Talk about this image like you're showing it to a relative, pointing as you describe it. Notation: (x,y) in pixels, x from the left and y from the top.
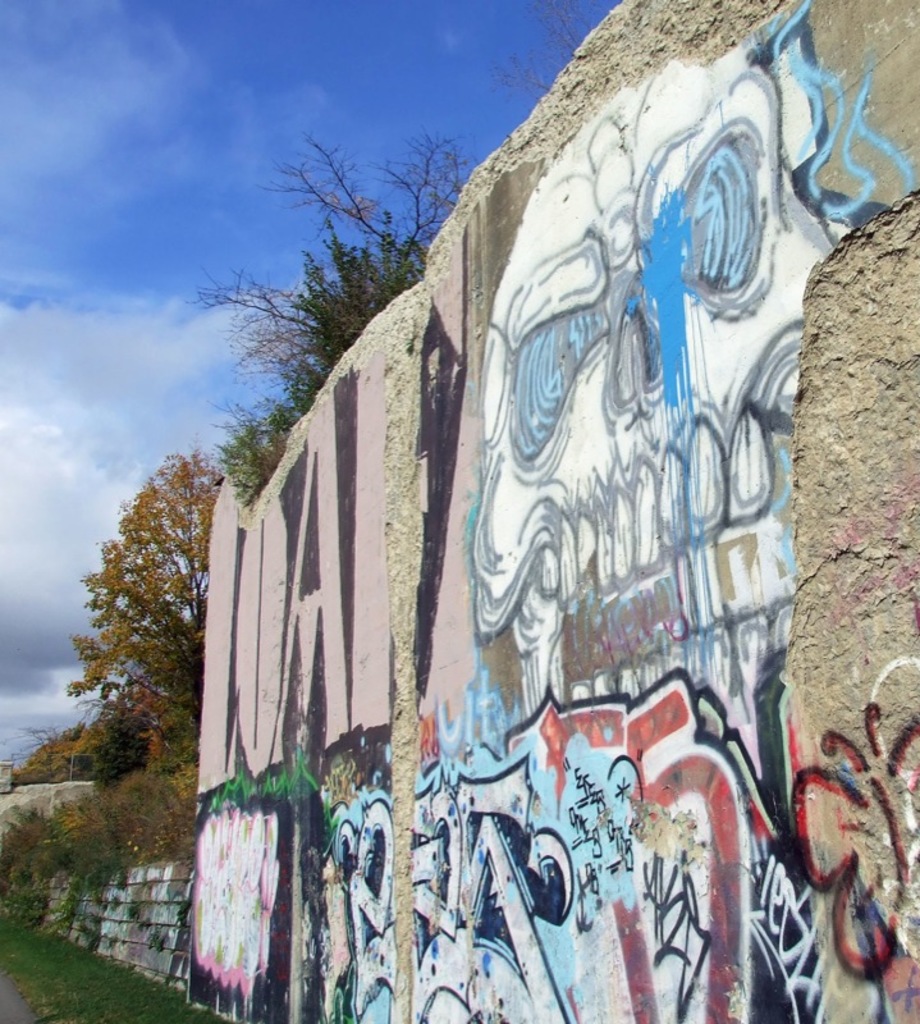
This picture is clicked outside. On the right (686,357) there is an art of graffiti (599,435) on the rock (480,345). On the left (59,948) we can see the green grass (26,955), trees (133,572) and the sky (206,229).
